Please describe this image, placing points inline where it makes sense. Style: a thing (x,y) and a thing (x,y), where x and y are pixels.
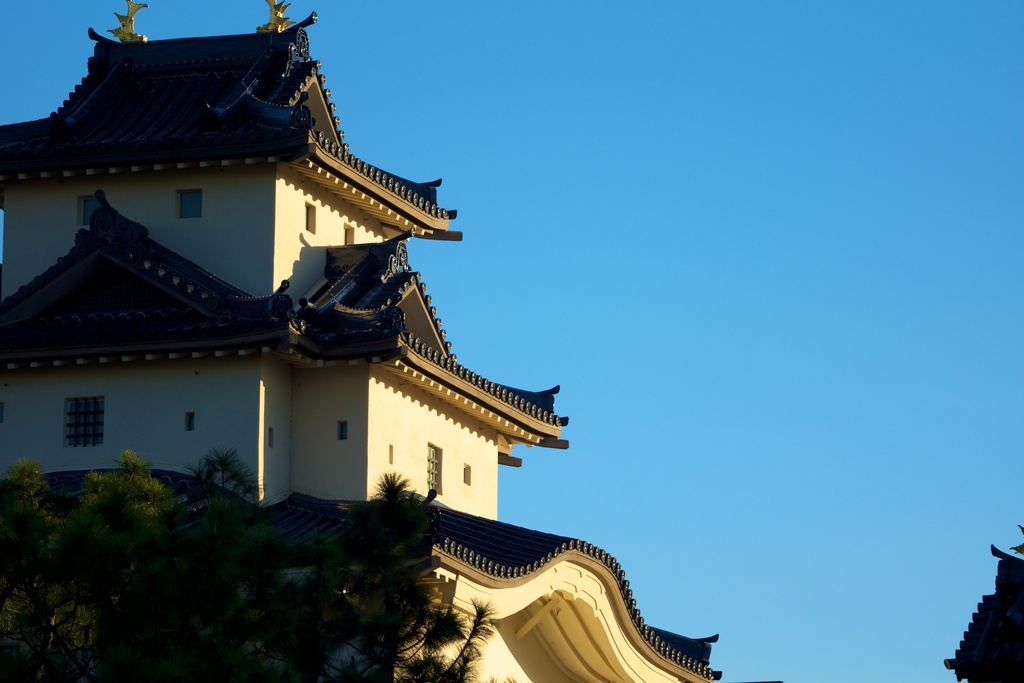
On the left side (201,615), there is a tree (276,628). In the background (185,234), there is a building (256,205) having a roof (232,303) and windows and there is a blue sky (605,143).
